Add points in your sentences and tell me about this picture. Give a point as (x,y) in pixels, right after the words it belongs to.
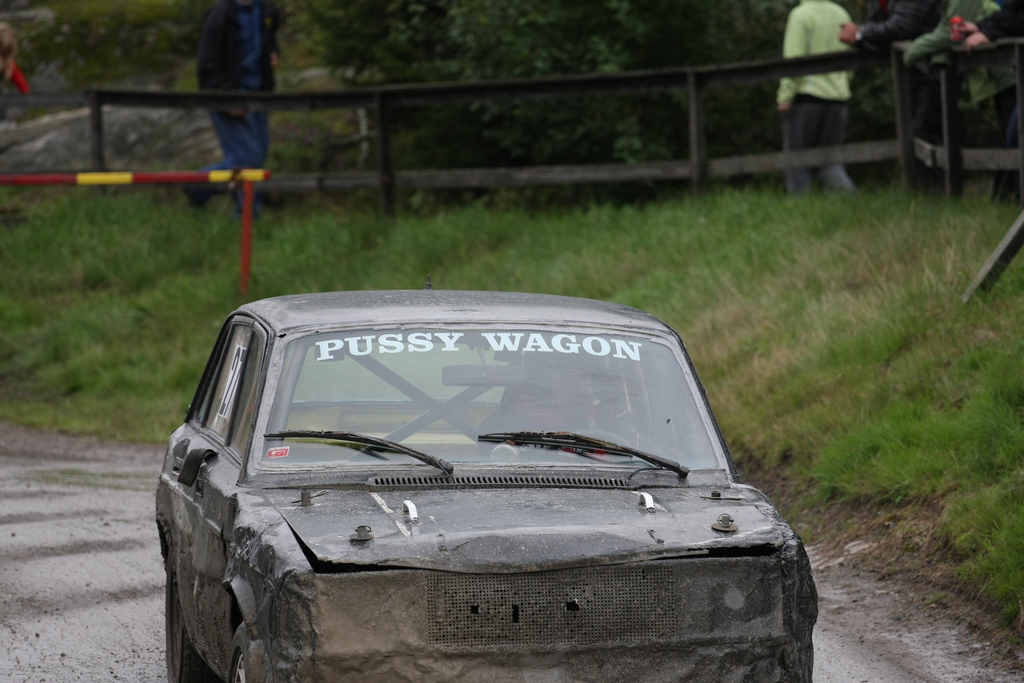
We can see car (291,494) on the surface (102,506) and we can see grass (632,295). Background (863,121) we can see people (199,59) and trees (861,134).
